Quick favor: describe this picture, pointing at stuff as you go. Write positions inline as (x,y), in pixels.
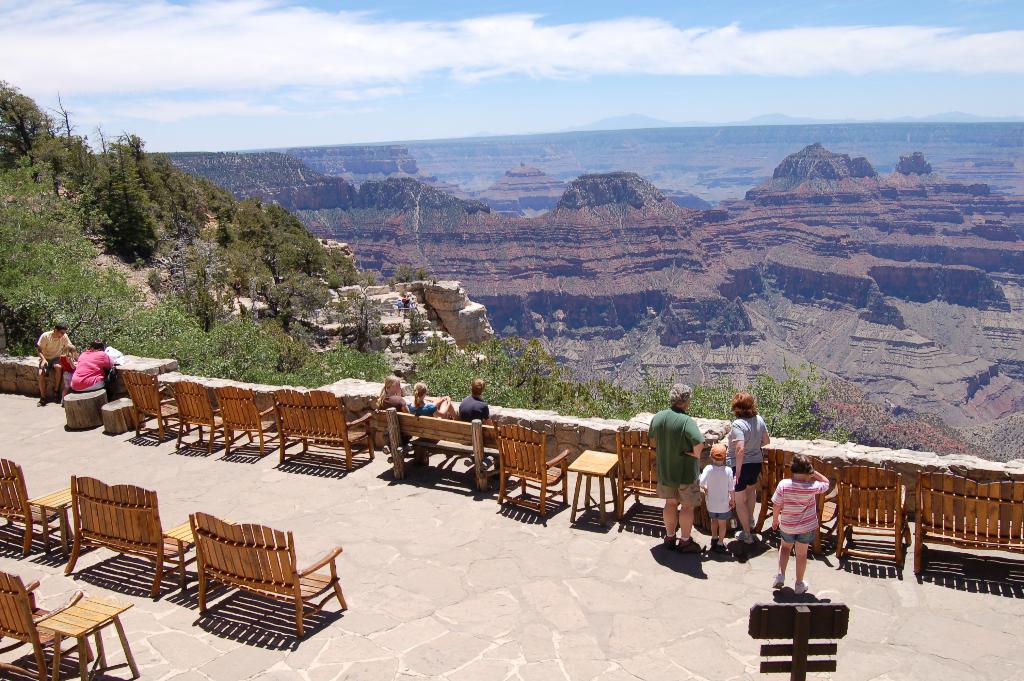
This picture is clicked outside the city. Here, we see many chairs (217,542). Four people (677,391) are standing near those chairs (623,473). Beside them, we see three people (434,404) sitting on bench (394,427) and in front of them, we see hill (465,230) and many trees (177,279). Above the picture, we see sky (565,81) and clouds (98,61).
